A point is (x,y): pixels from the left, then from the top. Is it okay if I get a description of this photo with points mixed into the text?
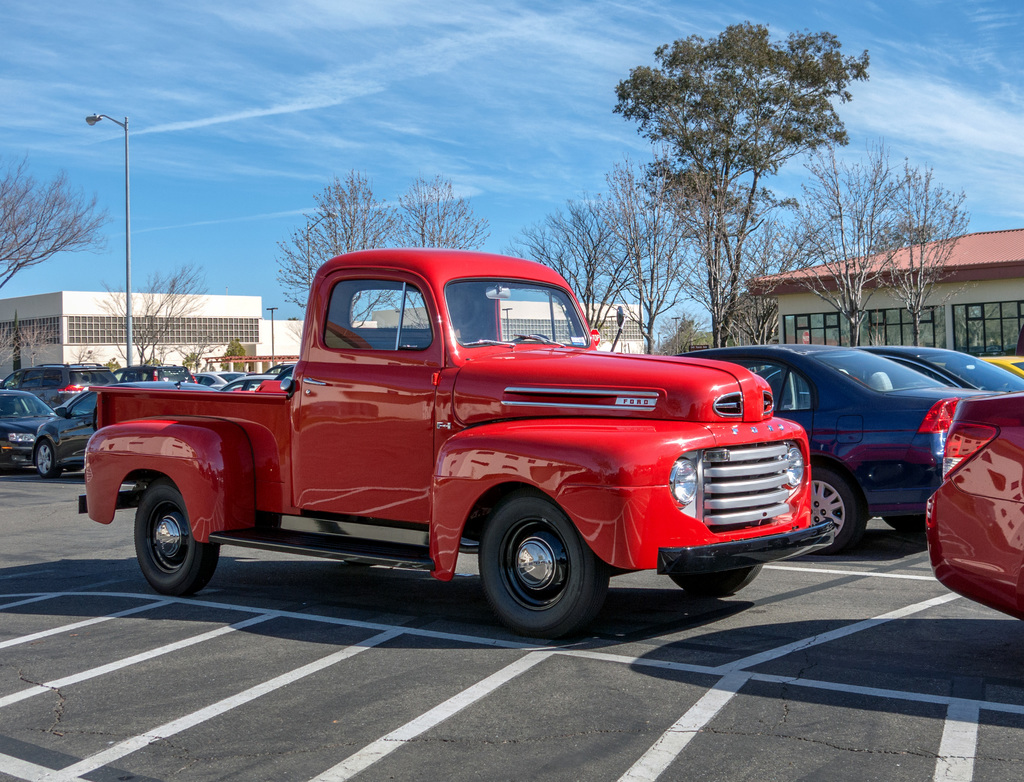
In this image we can see the vehicles (635,427) parked on the road (1,592). In the background (63,314) we can see the buildings (605,316), trees (652,312), light pole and also the house (948,273). We can also see the sky (574,117) with the clouds (910,101).
